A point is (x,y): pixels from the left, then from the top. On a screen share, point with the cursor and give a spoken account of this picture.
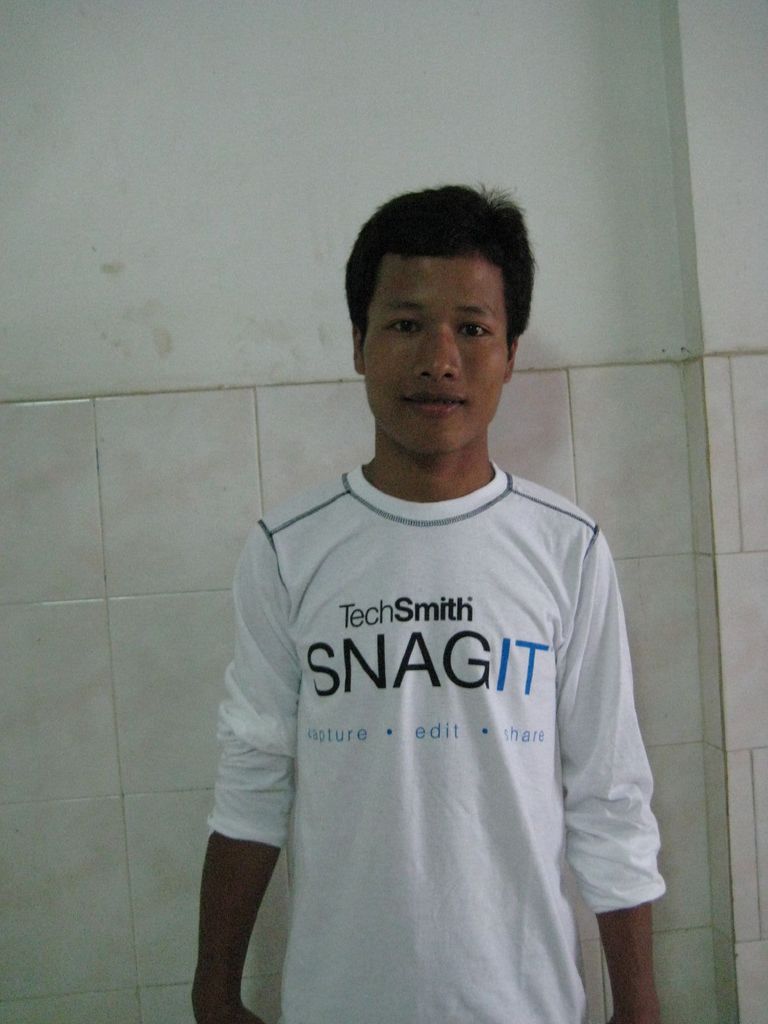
In this picture we can see a man (586,832) standing with smiley face (408,414) and he wore a white color T-Shirt (298,614) and in the background (172,629) we can see a wall (388,44) with tiles (123,468).
